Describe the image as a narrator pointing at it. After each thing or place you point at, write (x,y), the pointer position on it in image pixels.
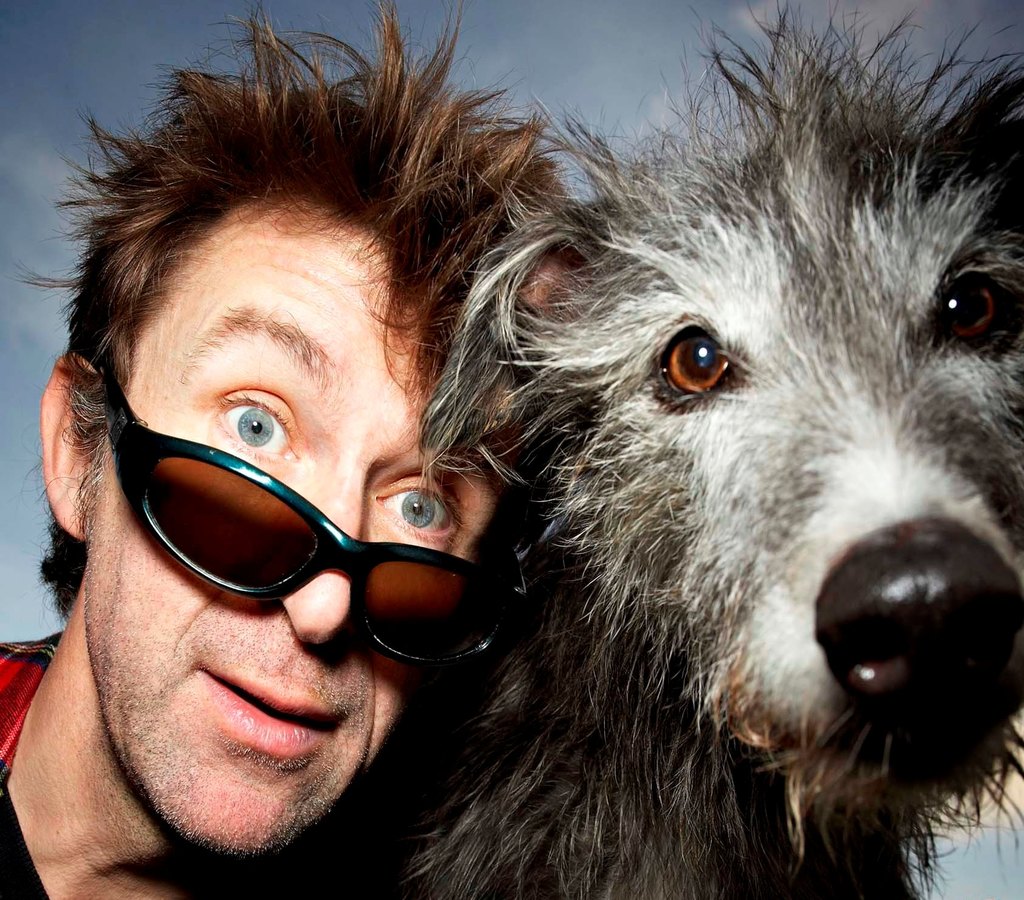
In this picture there is a man (359,412) and a dog (506,243).
